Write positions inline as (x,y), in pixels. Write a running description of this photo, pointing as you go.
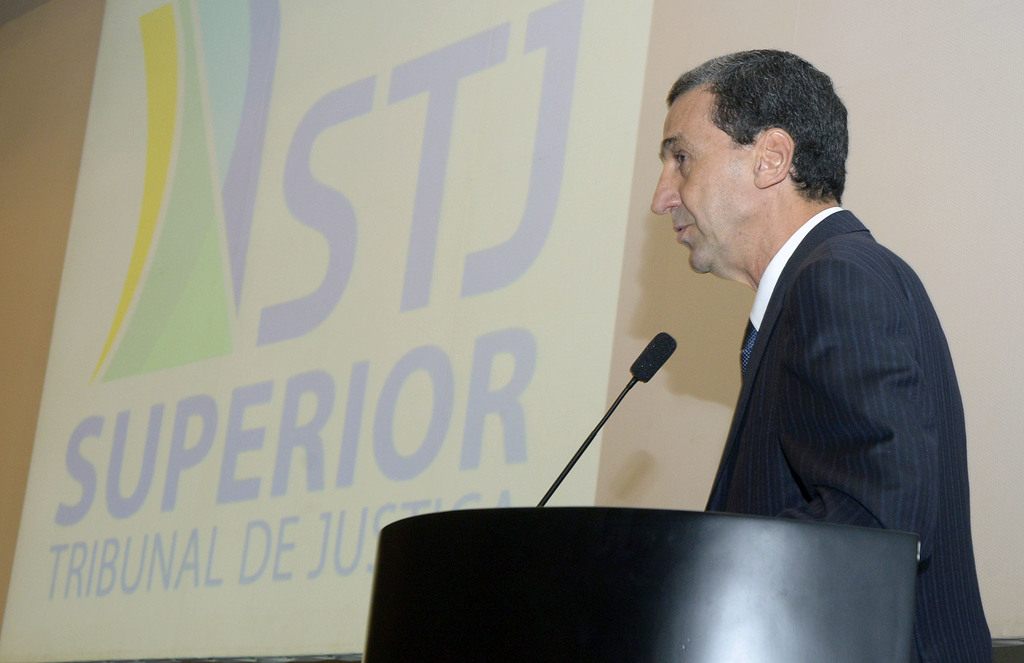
This is the man (836,436) standing near the podium (746,541). This looks like a mike (644,357). I think this is the screen (352,290) with the display (303,306).
